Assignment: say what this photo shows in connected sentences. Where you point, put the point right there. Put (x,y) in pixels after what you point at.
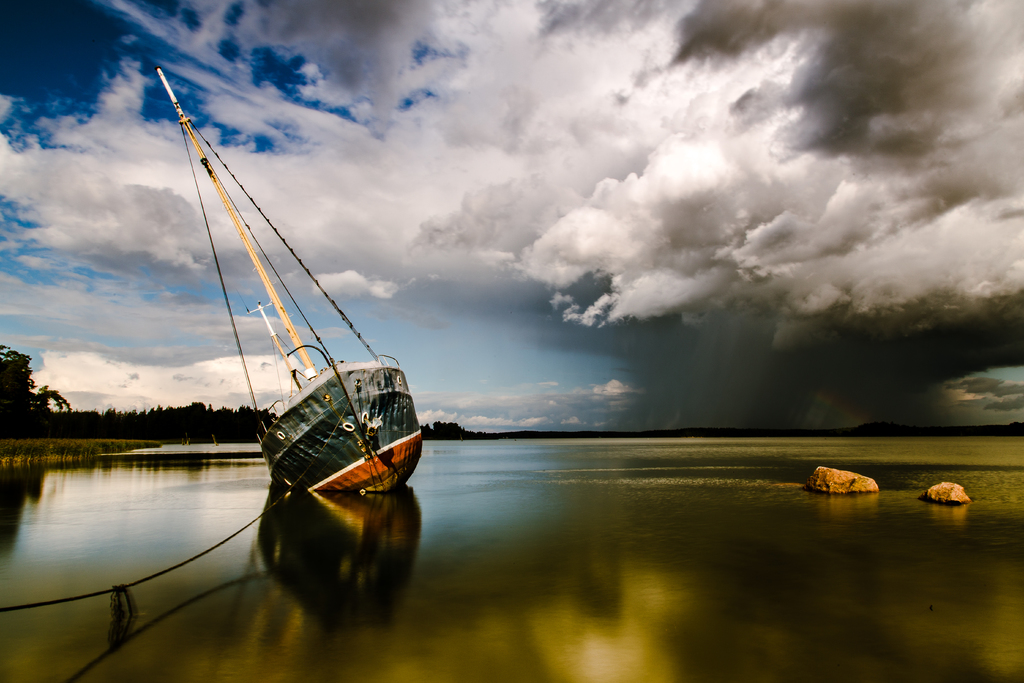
In this image at the bottom (413,583) there is a river (323,558) in that river (212,469) there is one boat (352,452) and two rocks (859,480). In the background (186,423) there are some trees (175,423), on the top of the image (314,166) there is sky (555,321).
